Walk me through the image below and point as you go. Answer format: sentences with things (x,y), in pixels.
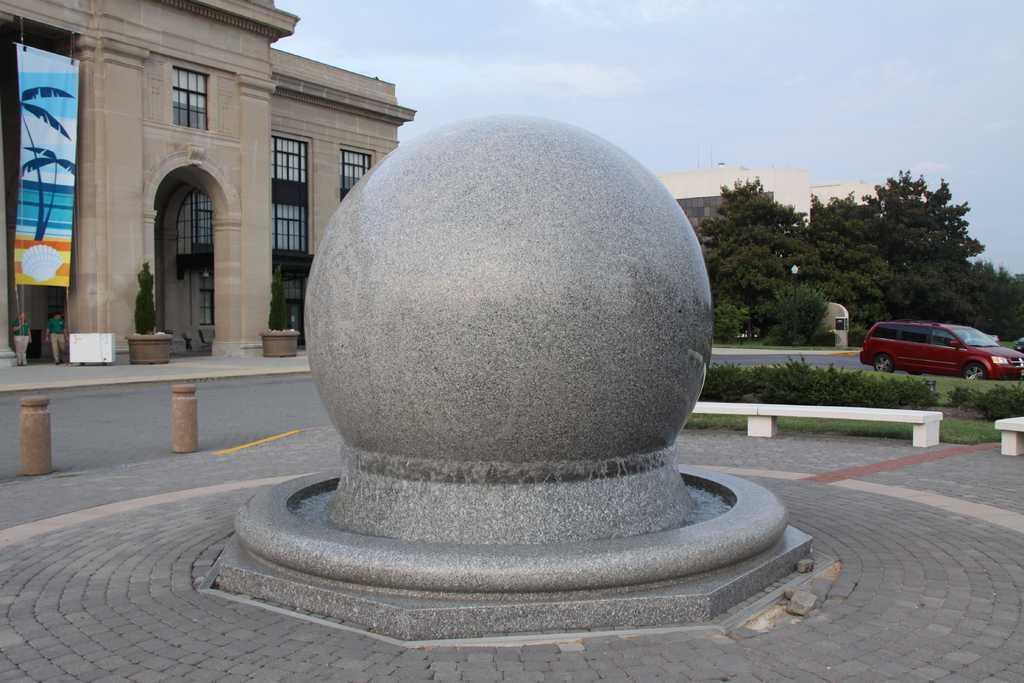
In this picture, it seems like a round stone (461,376) in the foreground (483,358), there are buildings (225,124), trees (910,311), people (19,346), car (951,327) and the sky (696,86) in the background (696,127).
